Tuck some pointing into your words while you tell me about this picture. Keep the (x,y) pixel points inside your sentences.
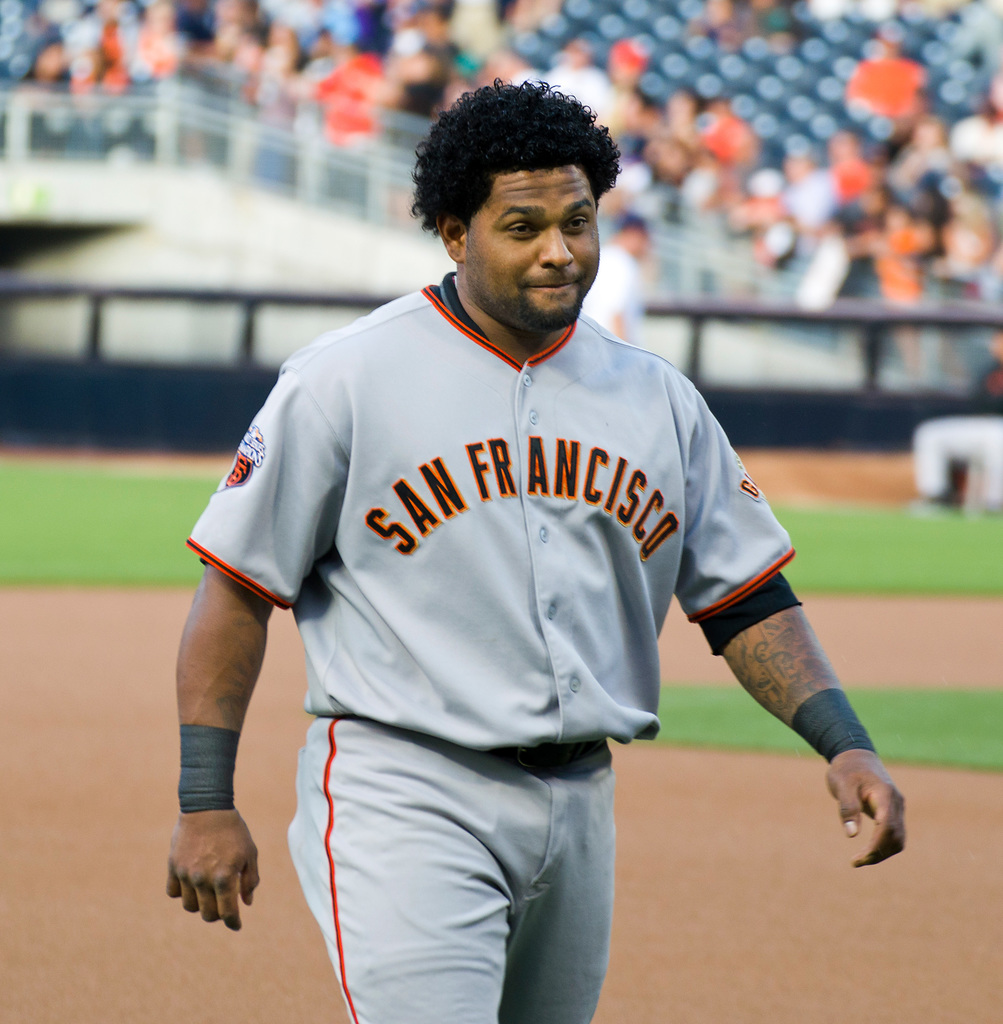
In this picture I can see a person (535,406).
